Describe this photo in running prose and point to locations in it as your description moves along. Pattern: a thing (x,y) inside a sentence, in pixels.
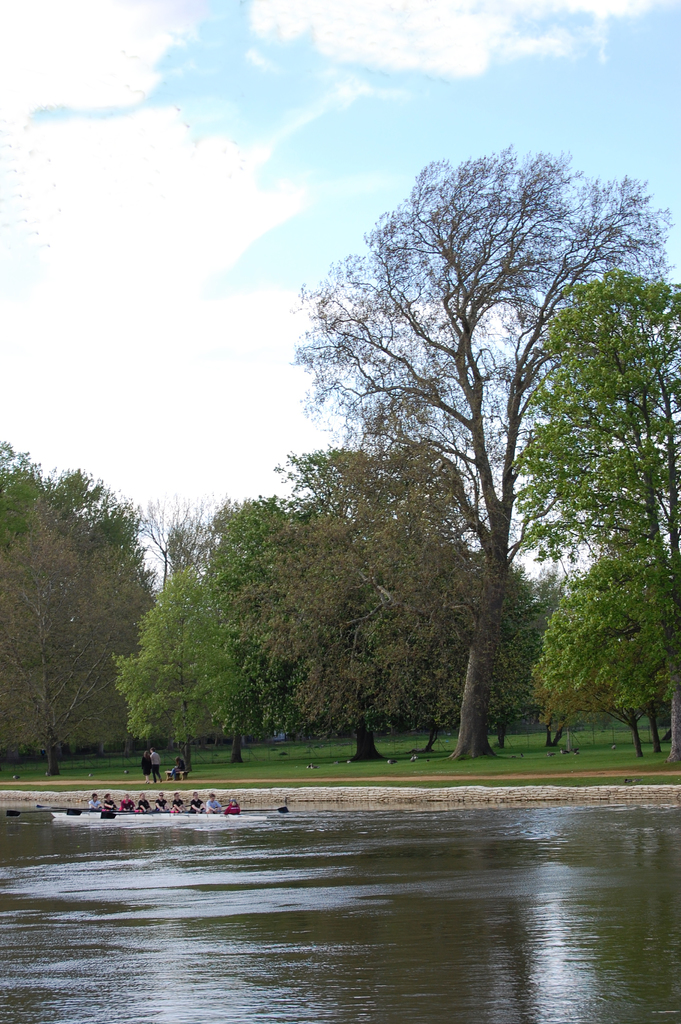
There is a boat (225,816) on the water (205,868). On the boat (168,818) there are few people (176,812) sitting. In the back (248,639) there are trees (416,549) and few people (177,771). On the ground (432,753) there is grass (428,766). Also there is sky (235,180).
